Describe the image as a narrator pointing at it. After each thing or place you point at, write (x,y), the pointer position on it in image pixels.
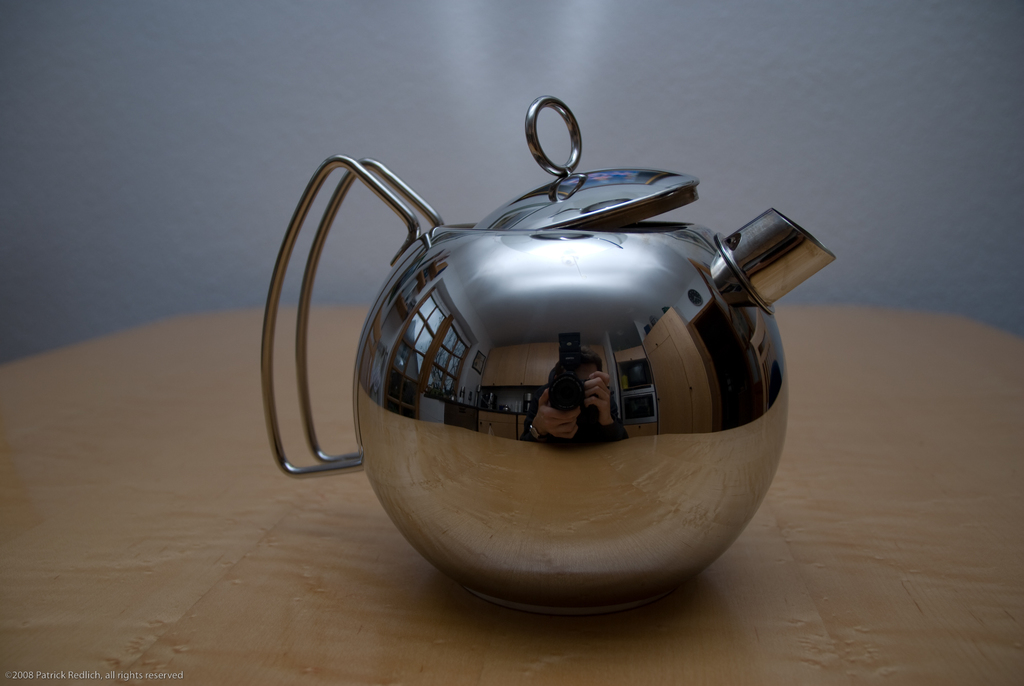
In this image there is a kettle (550,360) in the center (571,392) which is on the wooden table (771,602).
